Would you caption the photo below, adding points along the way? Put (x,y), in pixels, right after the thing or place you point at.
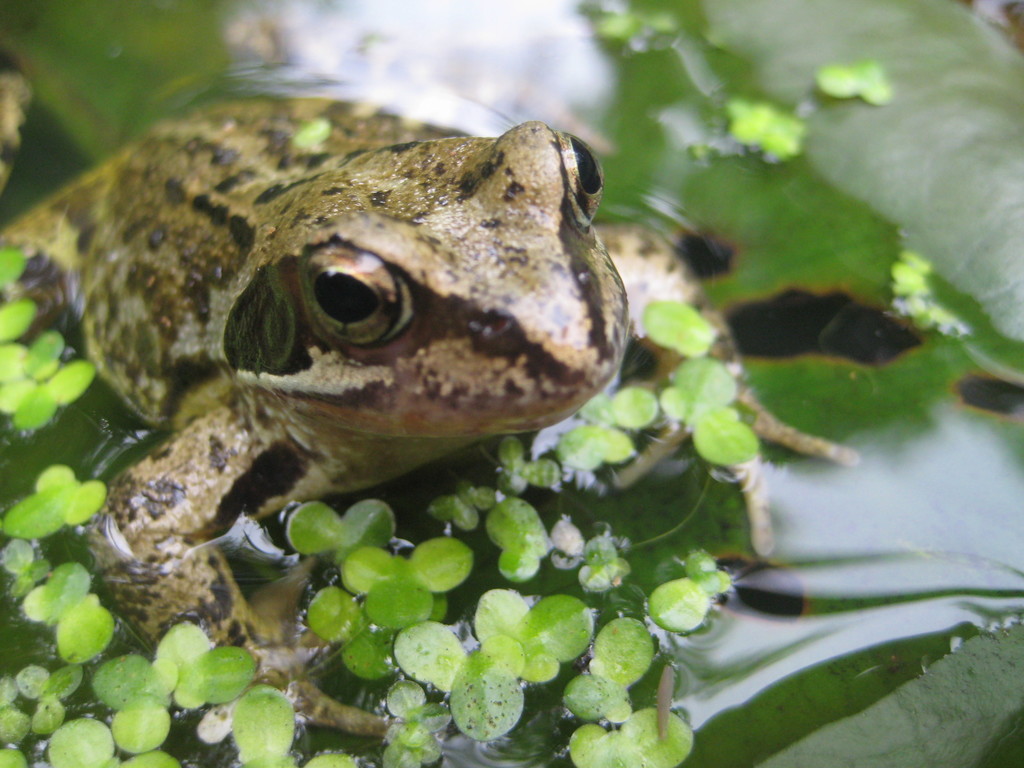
In this image I can see water (688,134) and in it I can see a frog (480,178). I can also see green colour leaves (262,731) on the water (690,245).
